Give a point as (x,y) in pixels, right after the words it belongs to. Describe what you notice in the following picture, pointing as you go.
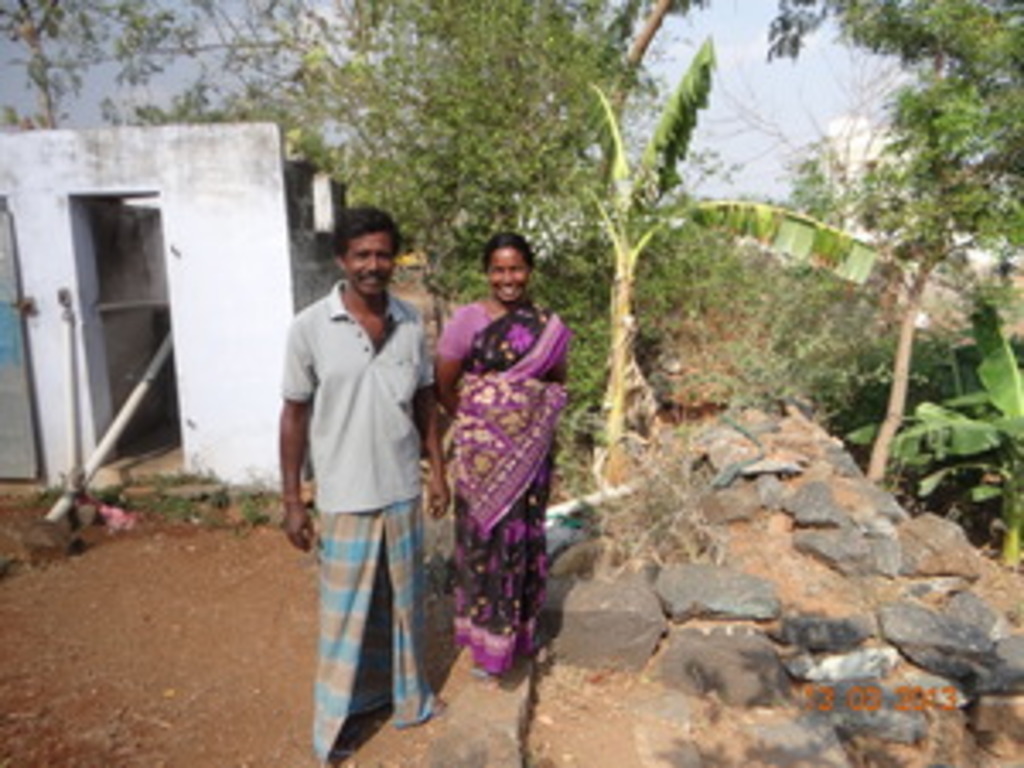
In this image we can see a man (399,602) and a woman (479,651) standing on the road (444,621). In the background (223,79) we can see pipelines (65,500), doors (103,400), sky (227,83) with clouds (217,67), trees (862,242) and rocks (769,466).
